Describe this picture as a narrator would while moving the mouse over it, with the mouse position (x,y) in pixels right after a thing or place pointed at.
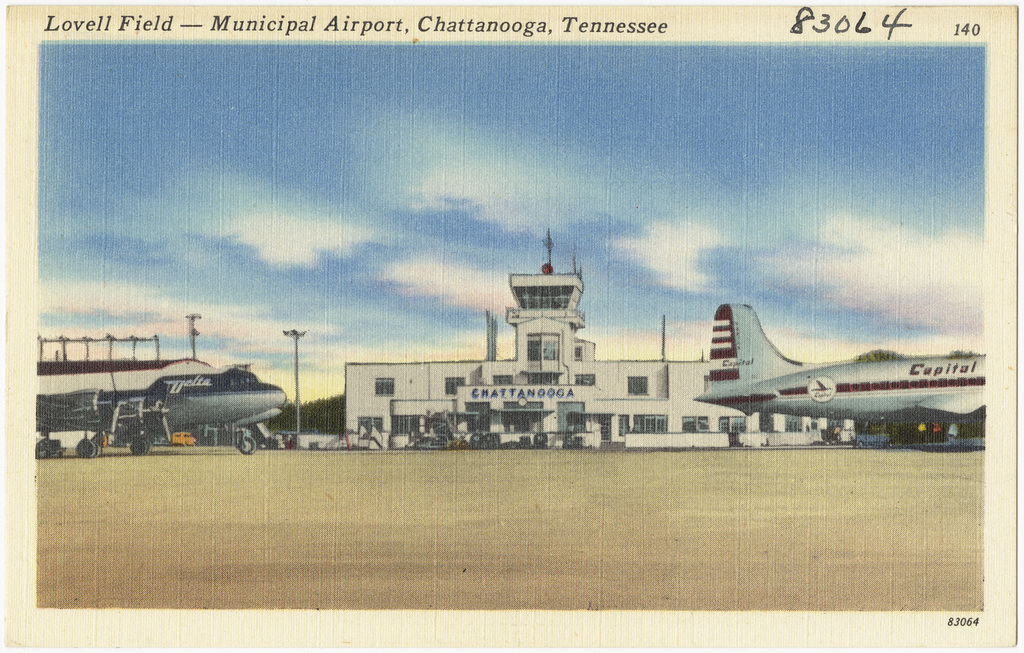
In this image we can see a building (548,387). On the top of the building (543,279) antennas (547,264) are there. right and left side of the image (175,428) aeroplane (885,399) is present.
